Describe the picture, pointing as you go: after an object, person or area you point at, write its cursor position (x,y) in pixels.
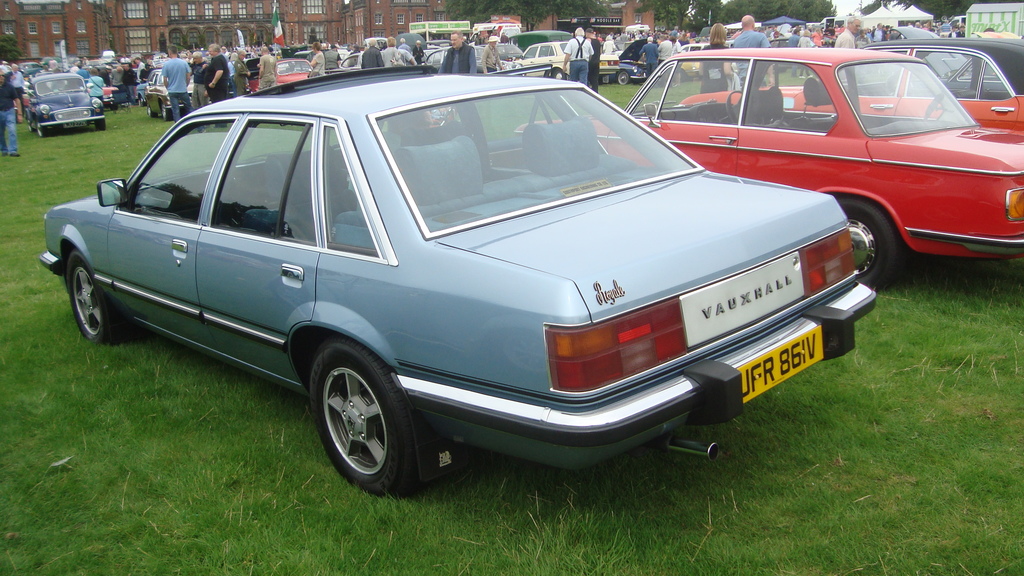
In this image there are buildings (145,11) truncated towards the top of the image (74,18), there are trees (761,13) truncated towards the top of the image (581,9), there are cars (506,99), there are cars (972,185) truncated towards the right of the image (965,79), there is an object (997,17) truncated towards the right of the image (1008,10), there are group of persons (172,70), there are person (17,110) truncated towards the left of the image (5,128), there is a tree (8,49) truncated towards the left of the image (15,36), there is a flag (273,32), there is the grass (89,152), there are tents (912,10).
